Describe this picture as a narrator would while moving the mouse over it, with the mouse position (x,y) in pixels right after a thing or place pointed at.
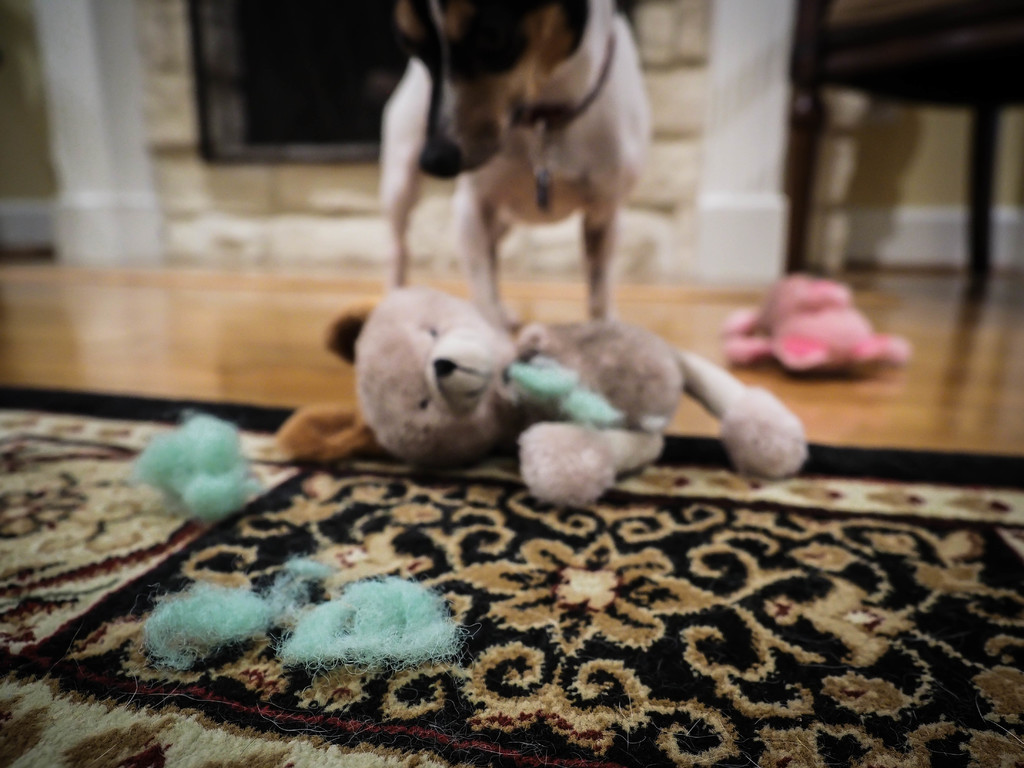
In this image we can see one dog (488,113), one toy (585,415) on the carpet (345,579), some object (148,649) on the carpets (138,437), one toy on the floor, one object (888,82) looks like a chair (915,76) on the top right side of the image (830,56), one object (206,100) attached to the wall (154,144) in the background (125,138) and the background (167,147) is blurred.
